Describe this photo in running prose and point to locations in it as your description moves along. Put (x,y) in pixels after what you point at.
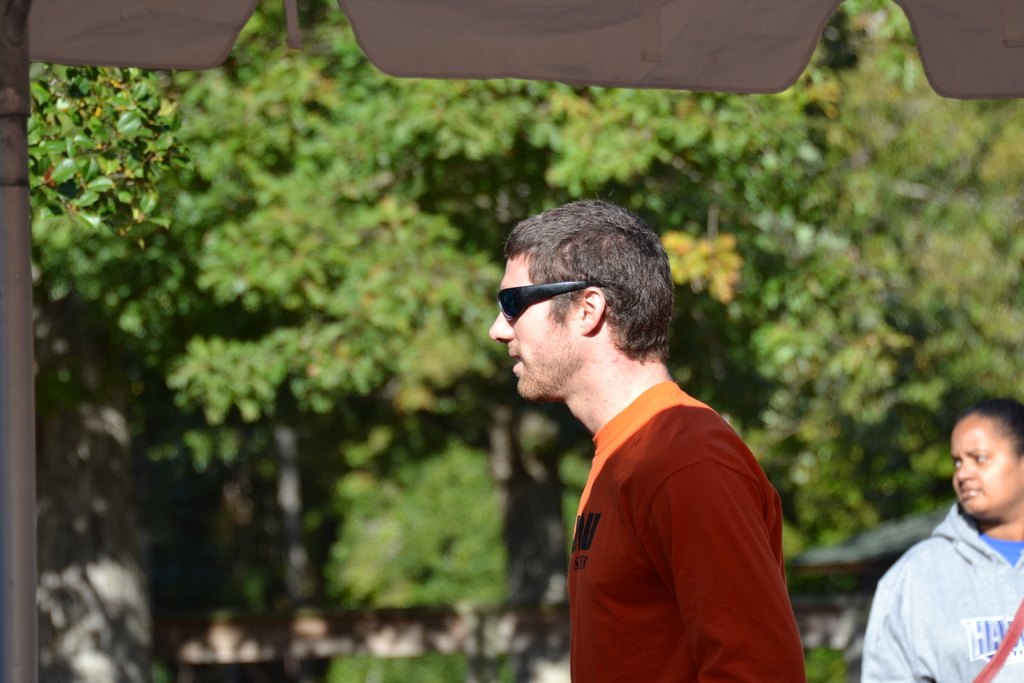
In this image we can see a man (630,582). He is wearing goggles (509,307) and T-shirt (673,557). In the background (789,325), we can see greenery (276,528). We can see a woman (1006,542) on the right side of the image (1012,615). It seems like a shelter (76,20) at the top of the image (936,23). There is a pole (12,311) on the left side of the image (22,383).
